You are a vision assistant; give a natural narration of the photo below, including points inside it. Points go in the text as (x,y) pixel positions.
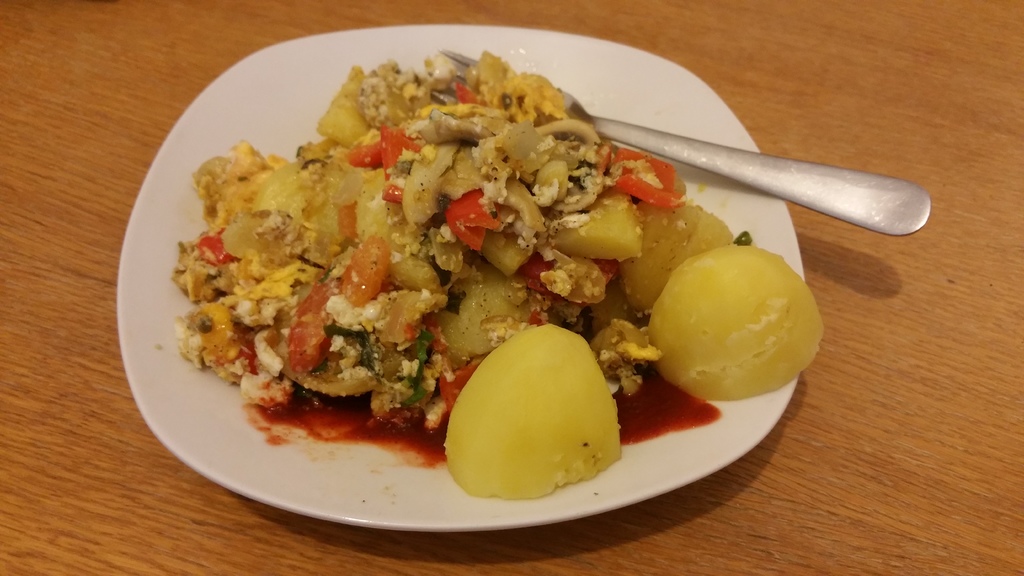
In this image there is a plate (649,101) having some food (516,315) and a fork (636,133) on it. Plate (662,109) is kept on a wooden plank (273,30).
